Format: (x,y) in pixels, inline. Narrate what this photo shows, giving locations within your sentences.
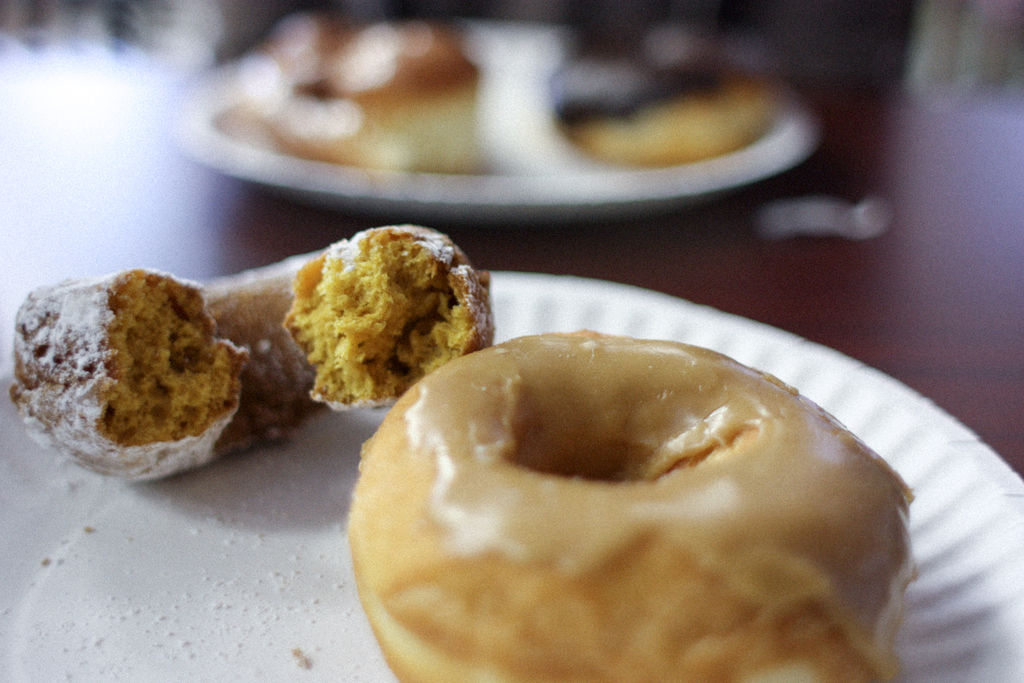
In this picture we can see two plates (528,103) on the surface (769,305) with doughnuts (683,373) on it and in the background (817,13) it is blurry.
